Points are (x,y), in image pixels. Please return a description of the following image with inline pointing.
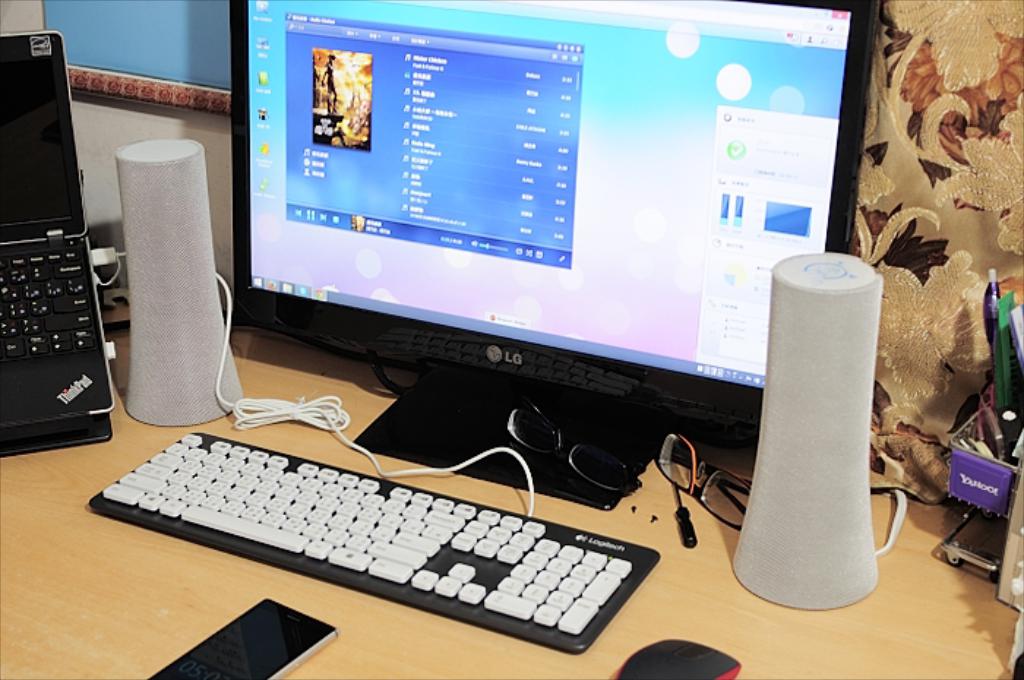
In the picture we can see a desk (63,471) on it, we can see a monitor (392,156) and a keyboard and besides it, we can see white color speakers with wires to it and beside it, we can see laptop (9,426) which is black in color and a mobile phone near it and on the other side we can see a pen stand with some pens (1000,339) in it.
